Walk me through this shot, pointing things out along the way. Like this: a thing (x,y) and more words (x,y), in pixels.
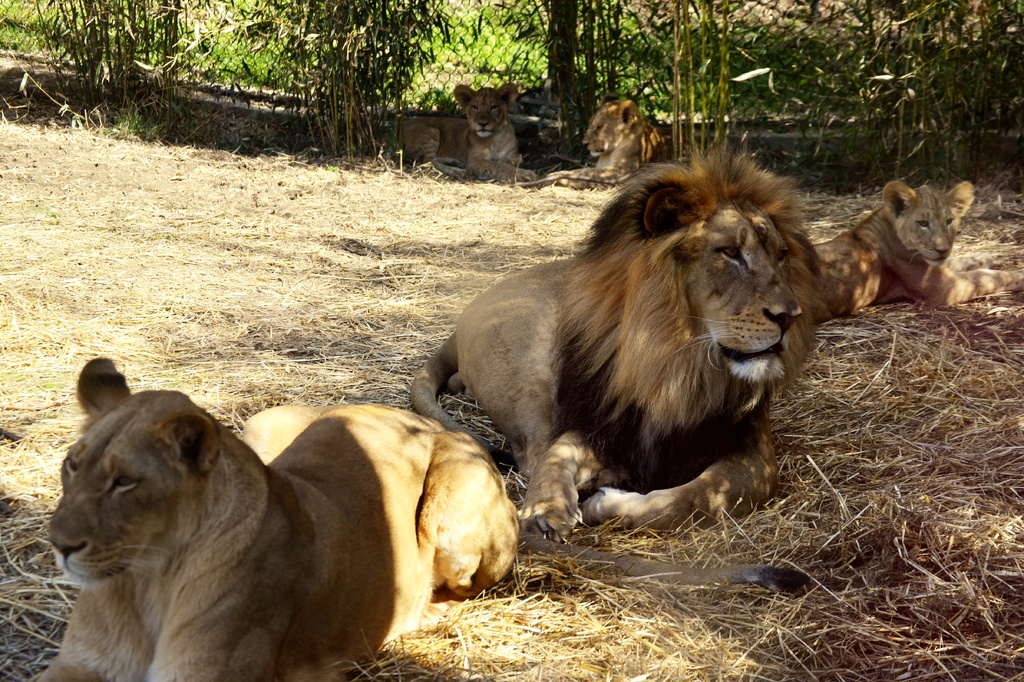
In the center of the image (581,359) we can see lions (674,390). In the background (110,49) there is a fence (430,11), trees (554,20) and grass (537,19).
